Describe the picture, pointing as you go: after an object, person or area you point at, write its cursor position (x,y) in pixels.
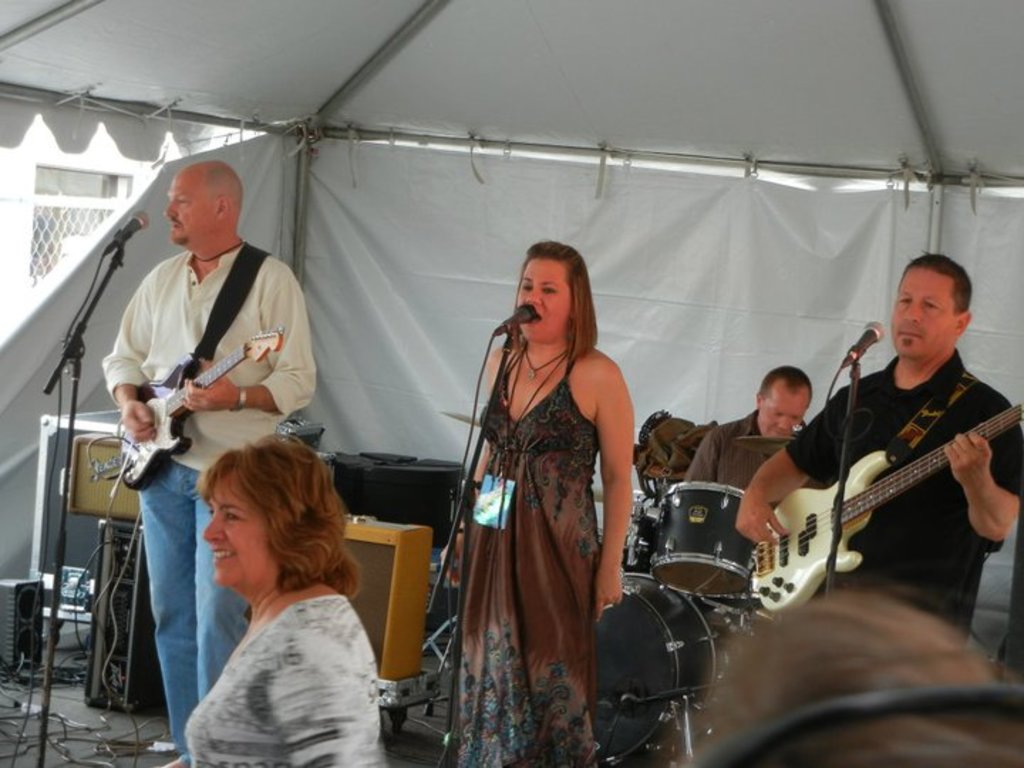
In this image, we can see persons (530,393) wearing clothes (247,432). There are two persons (271,287) playing guitars (796,531) in front of mics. There is a person (554,290) in the middle of the image (522,383) standing in front of the mic (533,315). There is a musical equipment (393,479) and some musical instruments (717,532) at the bottom of the image (709,558).
